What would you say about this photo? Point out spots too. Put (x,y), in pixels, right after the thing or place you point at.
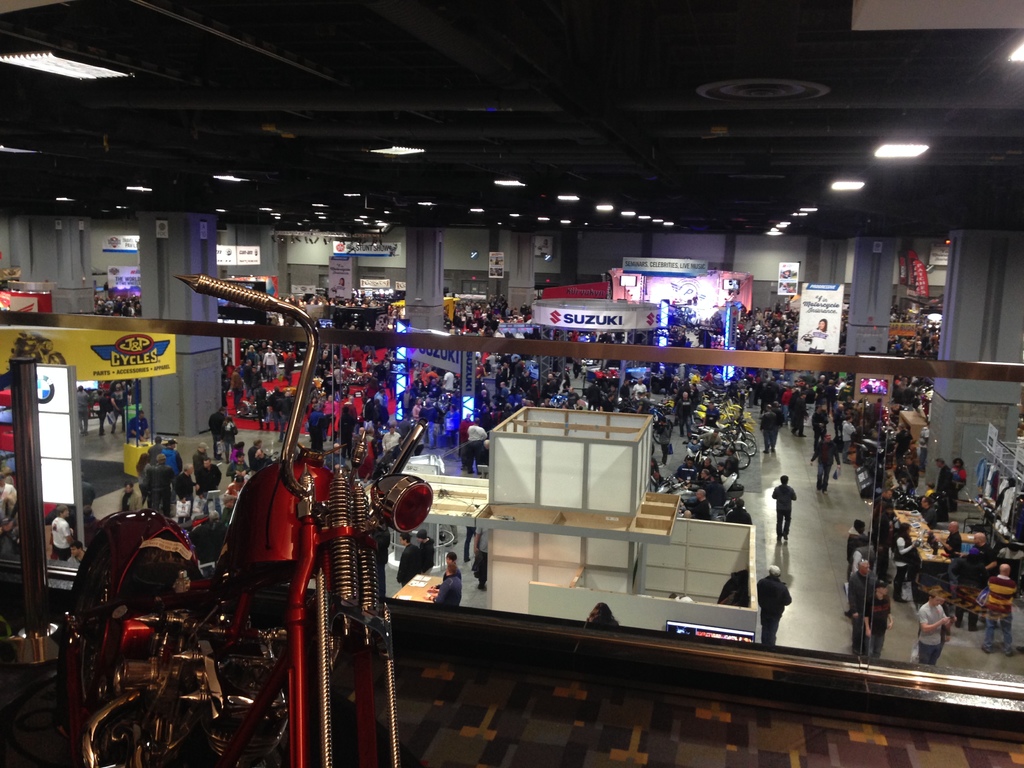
It is a bike expo, different companies and models of the vehicles (742,399) are being displayed in the hall (825,547), people (663,431) are visiting all the vehicles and there is a banner (141,375) of the respective company of the vehicle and there are many white lights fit to the roof (367,172).
